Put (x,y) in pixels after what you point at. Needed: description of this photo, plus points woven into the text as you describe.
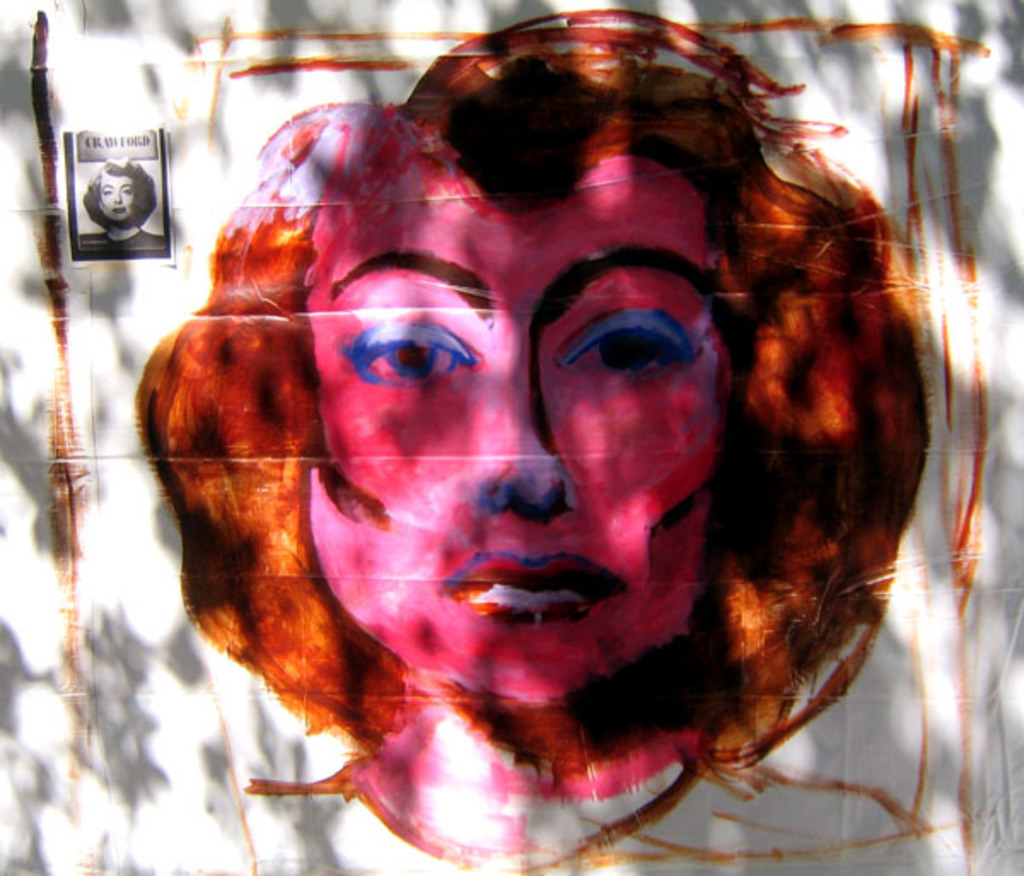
In this picture we can see a painting (455,562) of a woman (862,423) and a poster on the wall (21,490).
